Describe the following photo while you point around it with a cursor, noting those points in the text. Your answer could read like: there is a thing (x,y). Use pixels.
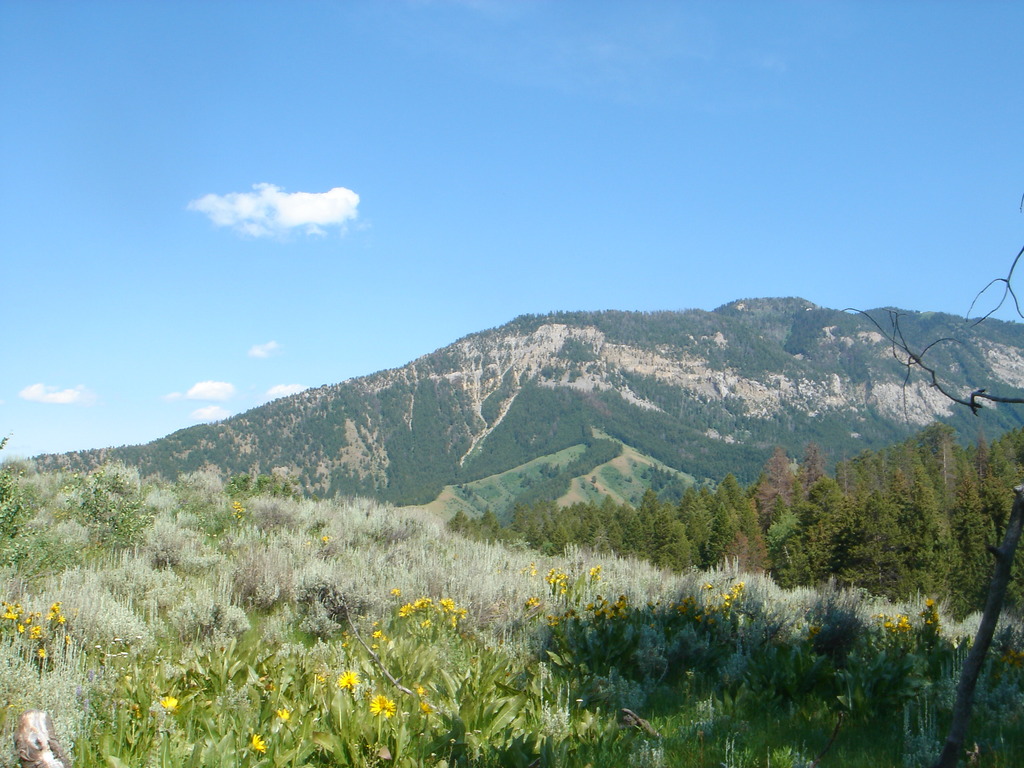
In this image we can see there is a beautiful view of mountains (491,510), trees (837,552) and some flower plants (461,763), also clouds (339,217) in the sky (308,379).
